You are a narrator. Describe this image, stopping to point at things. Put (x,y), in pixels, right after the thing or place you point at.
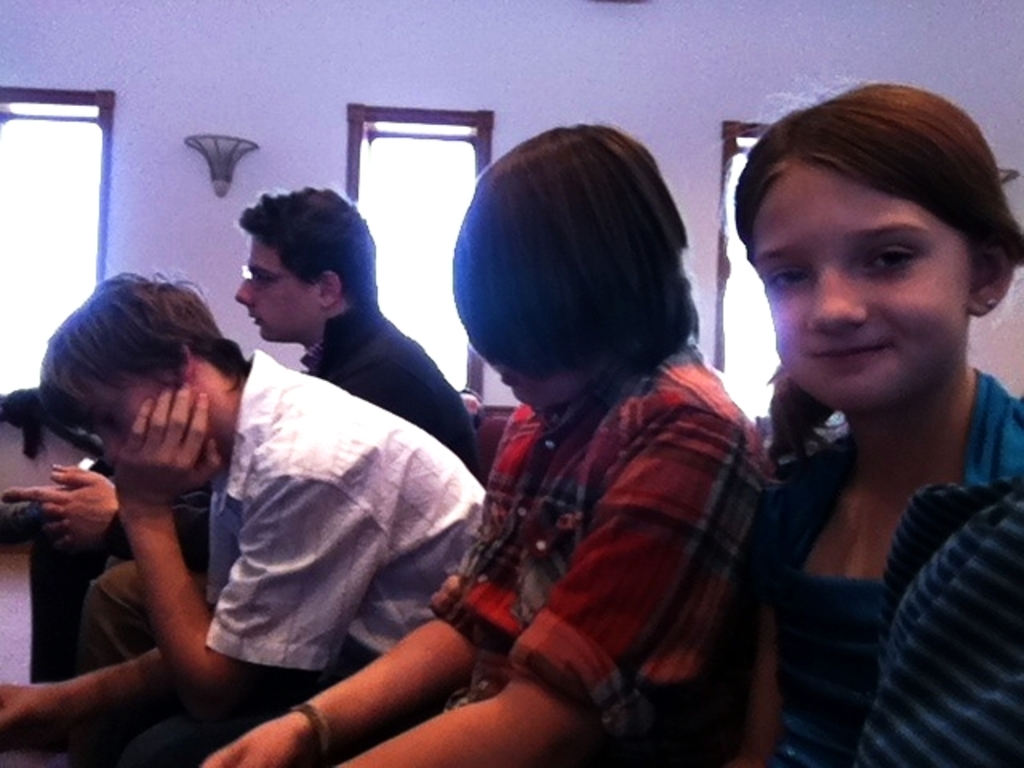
In this image, we can see four persons (258,458) are sitting. On the right side of the image (879,405), we can see a girl (916,345) is smiling. In the background (744,308), we can see wall (718,128), showpieces (228,172) and few objects (726,185).
